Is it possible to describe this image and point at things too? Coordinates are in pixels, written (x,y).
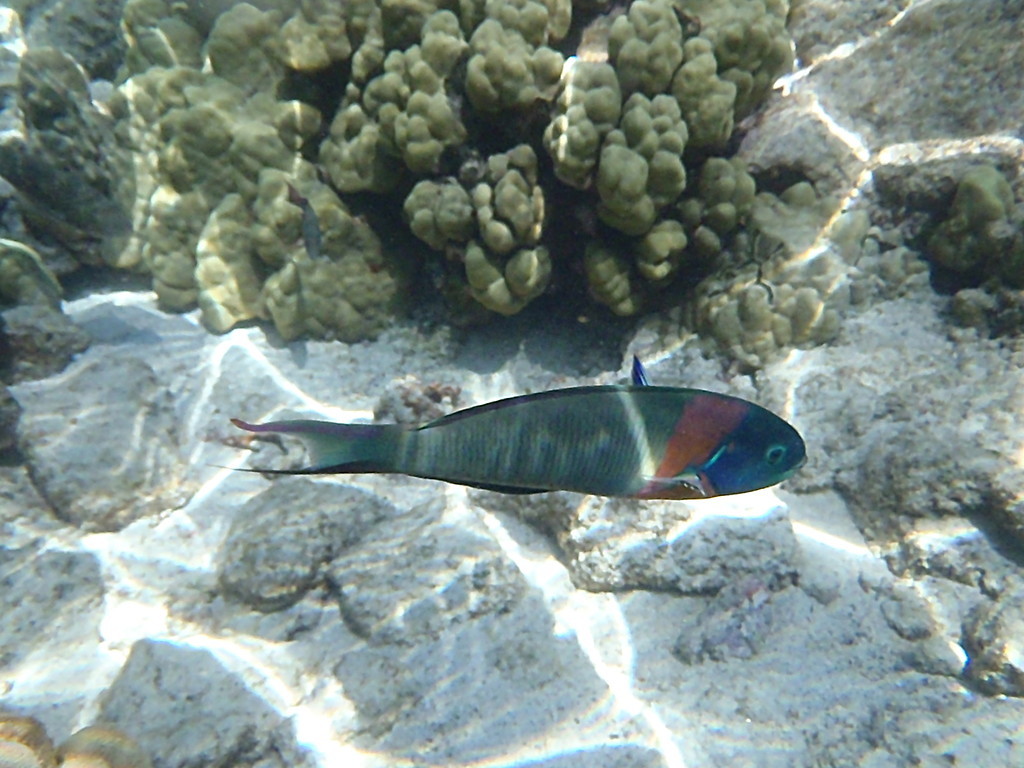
In the image we can see water (609,375). In the water (664,375) there is a fish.
